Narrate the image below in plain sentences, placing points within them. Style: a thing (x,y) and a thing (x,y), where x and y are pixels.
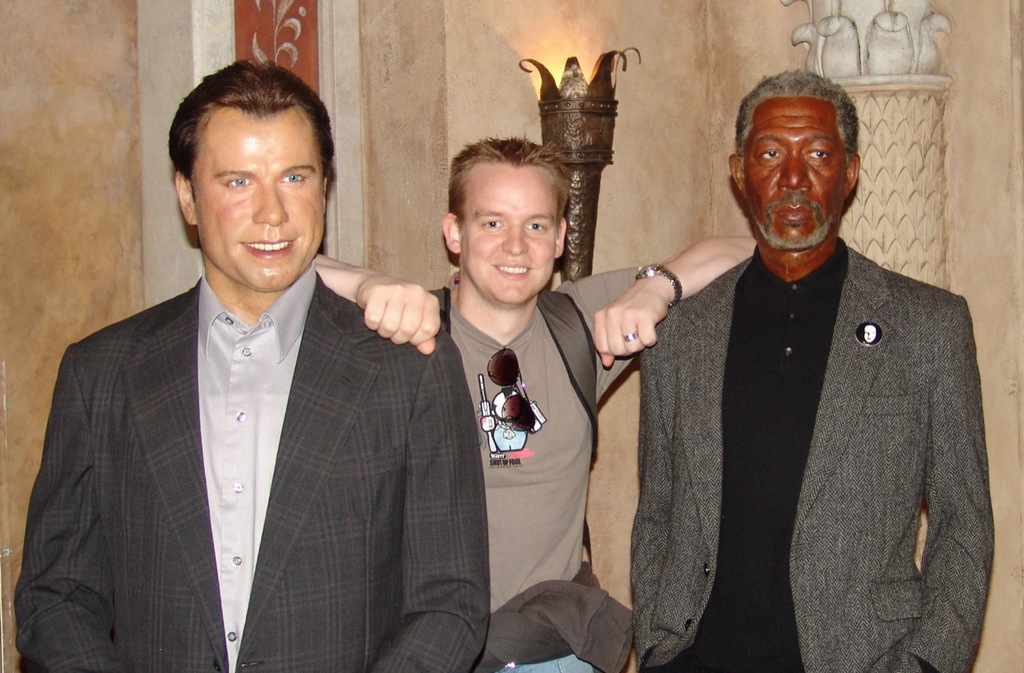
I can see a man (458,317) standing in between the two sculptures (431,368), wearing clothes (575,441), finger ring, a wrist watch (659,265) and he is smiling. I can see the wall (585,36) and the lamp (553,107).
